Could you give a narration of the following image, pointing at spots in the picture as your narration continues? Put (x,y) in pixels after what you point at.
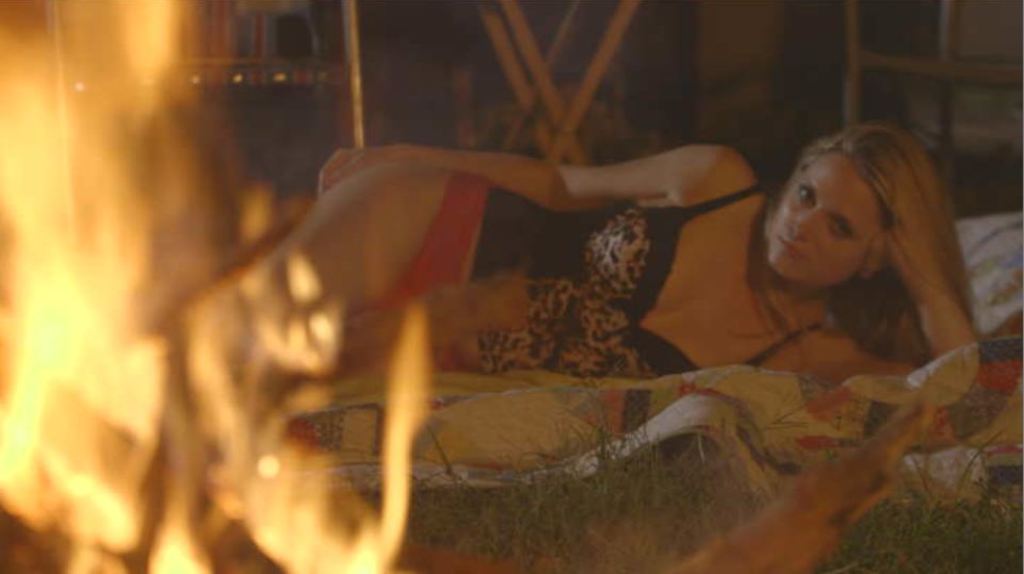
In this image we can see a lady person (435,246) wearing black color dress (487,271) lying on bed (691,371) which is on ground (687,441) and we can see some grass (687,441), there is fire (241,412) on left side of the image (92,251) and in the background of the image (628,39) there is something and wall (496,92).
